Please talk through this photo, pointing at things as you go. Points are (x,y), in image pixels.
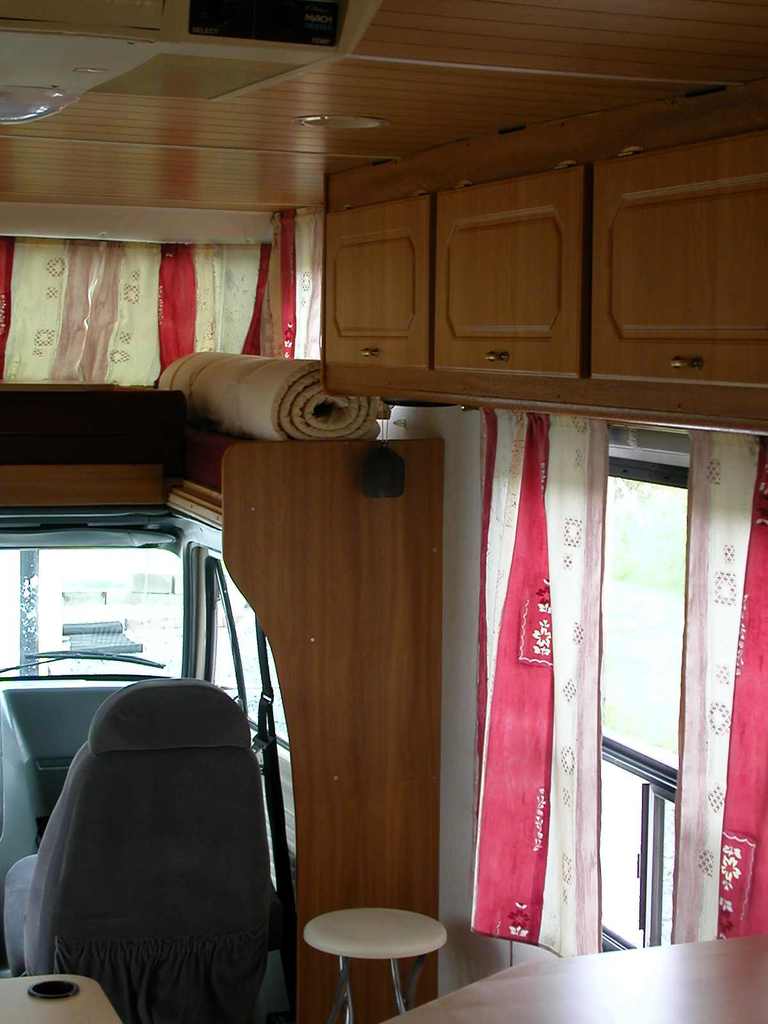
In this image, we can say that this is vehicle (197,488) and there is a seat (11,952) over here, a stool (428,940) and there is window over here and curtains (731,757) on it and there are cupboards (393,364) over here.
